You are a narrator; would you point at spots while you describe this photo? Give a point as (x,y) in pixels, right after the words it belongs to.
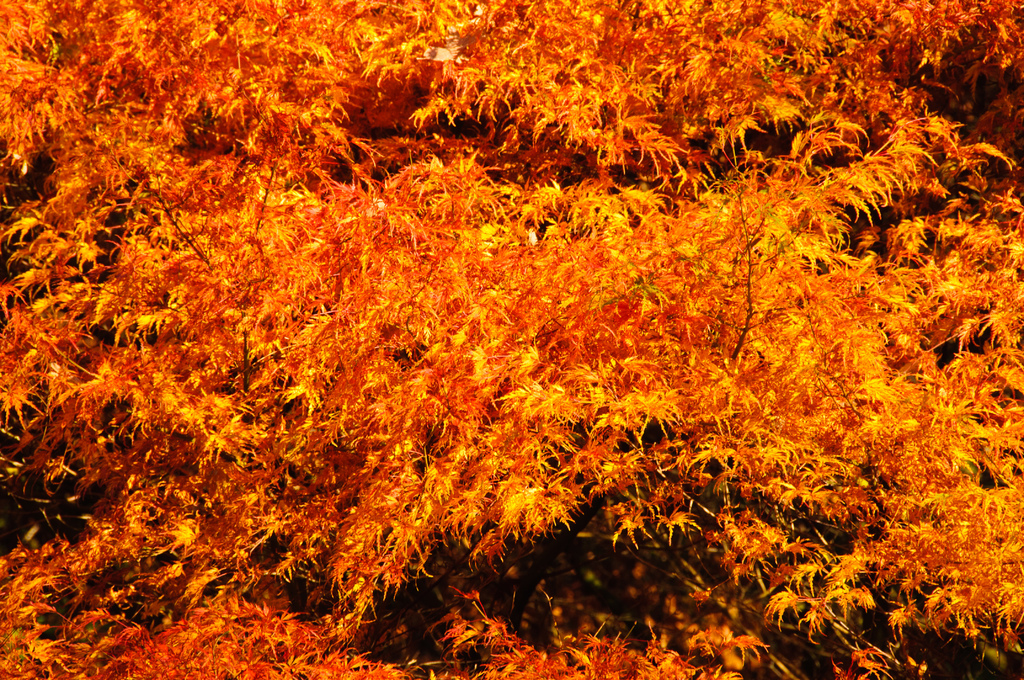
In this image I can see a tree (511,336) which is orange in color.
